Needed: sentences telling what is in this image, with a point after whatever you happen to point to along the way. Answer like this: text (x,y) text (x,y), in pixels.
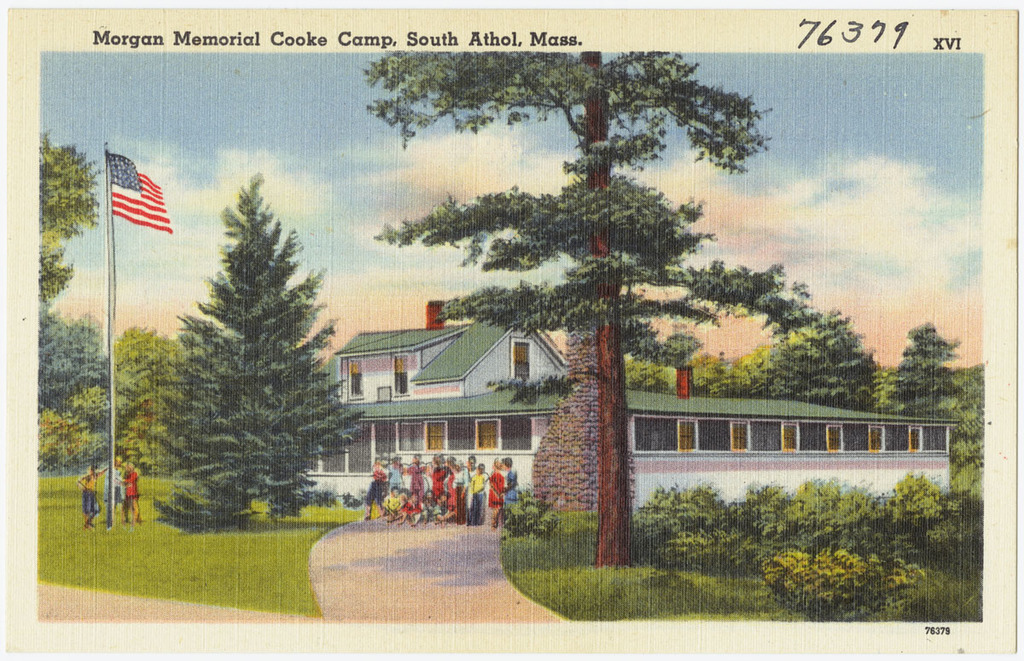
In this image there is the painting (537,443) of trees (246,356), persons (433,493) and plants (695,545) and there is grass (204,552) on the ground (236,560) and there is a painting (488,382) of a building (451,387) and the sky (678,202) is cloudy and there is some text (487,38) written on the image.
